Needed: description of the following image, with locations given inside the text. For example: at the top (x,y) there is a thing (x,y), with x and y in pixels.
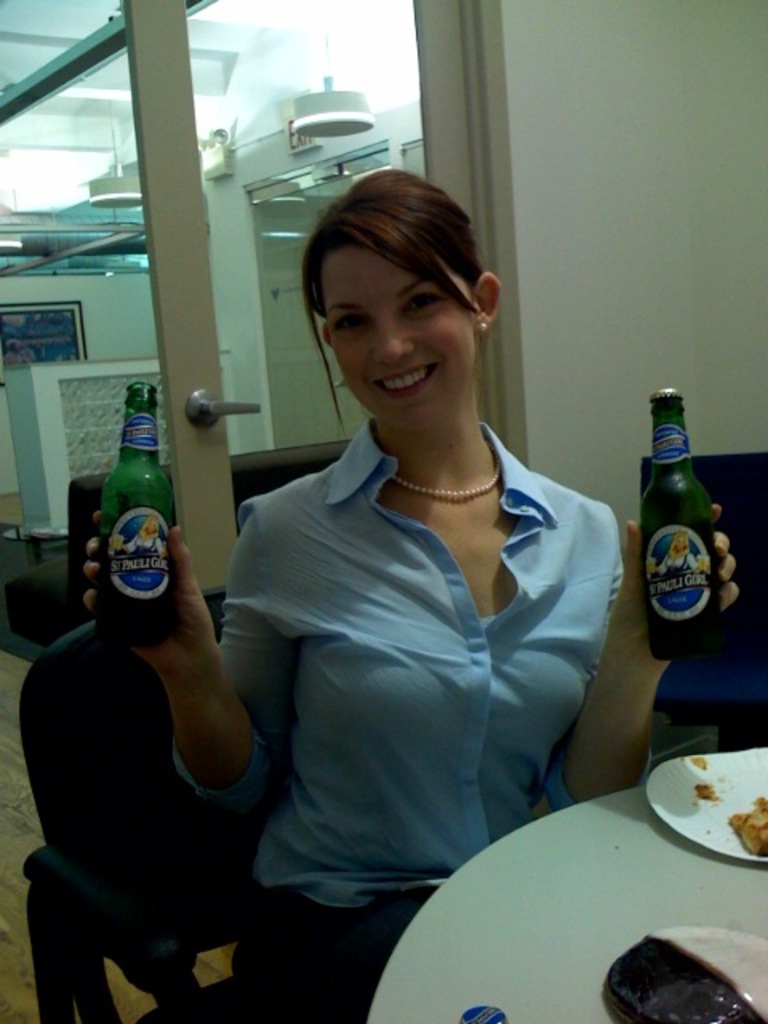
In this picture there is a lady (363,302) who is sitting at the center of the image (512,534), by holding two bottles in her two hands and there is a door (290,45) behind her at the left side of the image (200,312), there is a table (582,805) in front of her, where there is a food plate (735,857).
